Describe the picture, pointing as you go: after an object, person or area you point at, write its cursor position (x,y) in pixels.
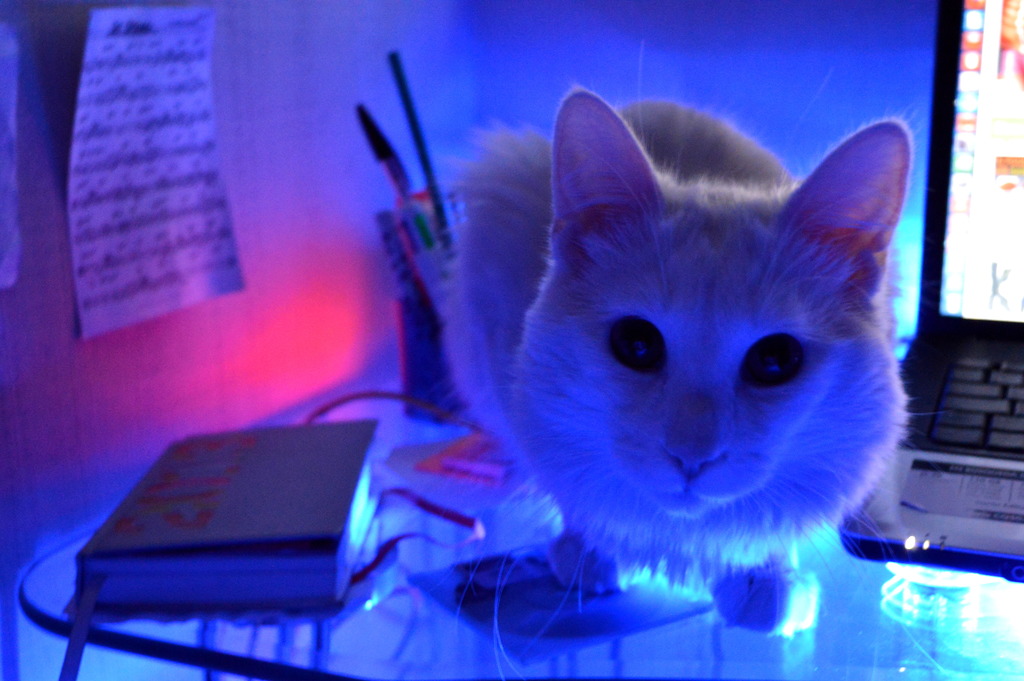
In this image there is a cat (606,395) on a table (352,673), on that table (997,658) there is a laptop (1009,540), book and pens (426,241), in the background (805,24) there is a wall (395,18) for that wall (262,7) there is a paper (112,119).
